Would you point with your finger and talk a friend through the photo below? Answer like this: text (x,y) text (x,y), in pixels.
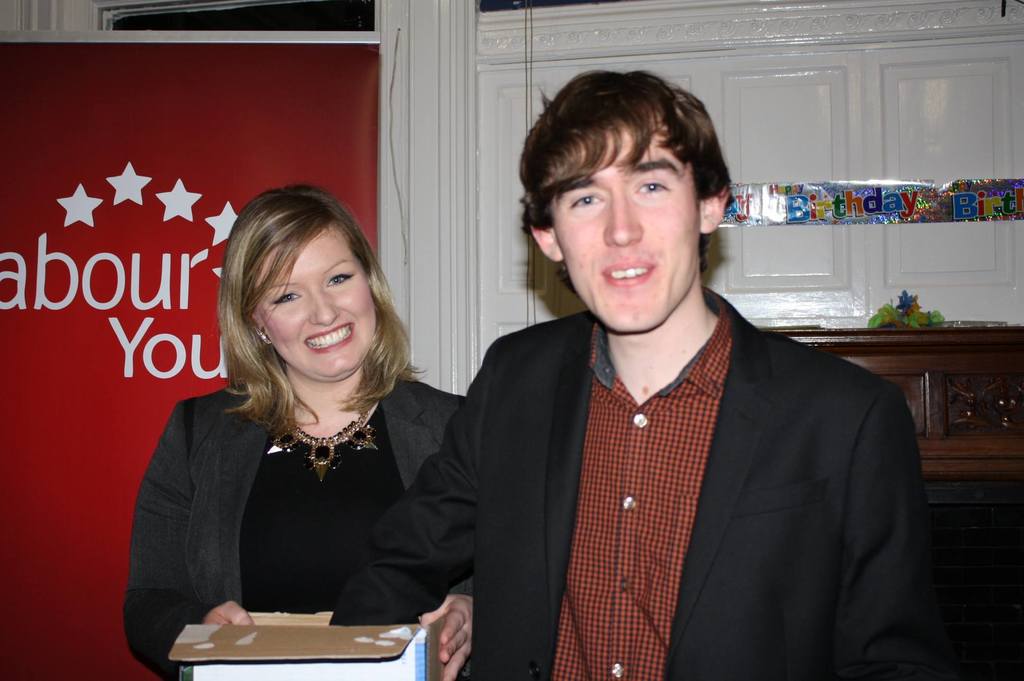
In the center of the image (611,396) we can see a man (581,554) and a lady (141,608) standing and smiling. At the bottom (424,673) there is a cardboard box (400,660). In the background (378,161) there is a wall (448,146) and a banner (290,152). We can see a decor (785,192) pasted on the wall (1021,249). There is a table (1017,395) and we can see a thing (890,315) placed on the table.
